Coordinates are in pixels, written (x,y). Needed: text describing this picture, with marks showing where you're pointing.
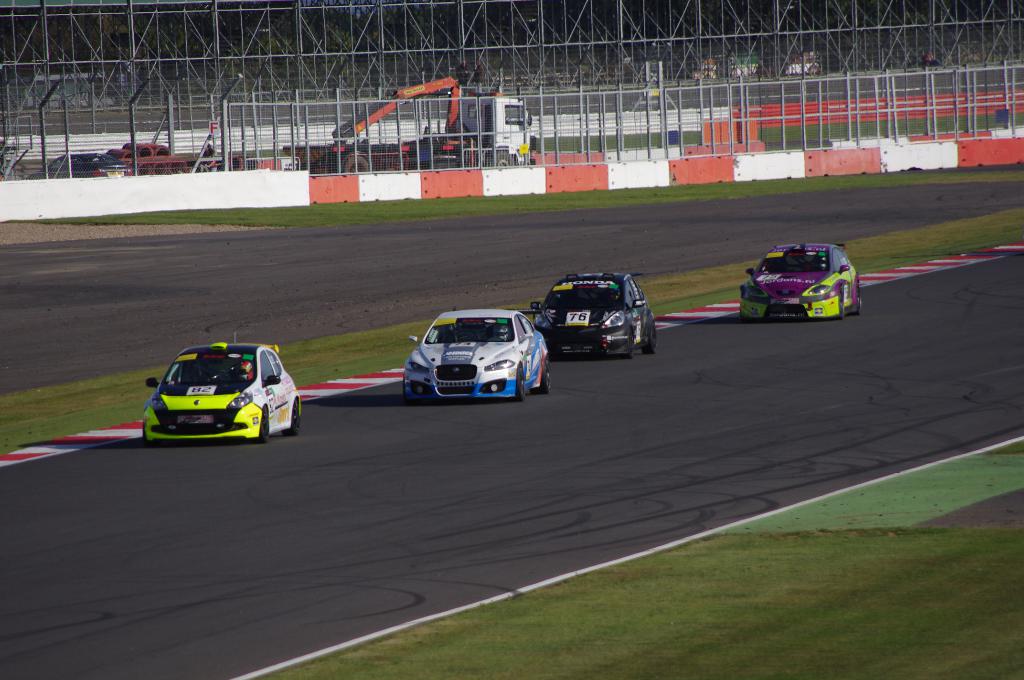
In the foreground of the picture (328,513) we can see cars (272,355) moving on the road (848,331). In the center of the picture (347,342) there are fencing (315,121), vehicles (456,106), grass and wall (215,182). At the top (438,30) it is fencing (485,42).
